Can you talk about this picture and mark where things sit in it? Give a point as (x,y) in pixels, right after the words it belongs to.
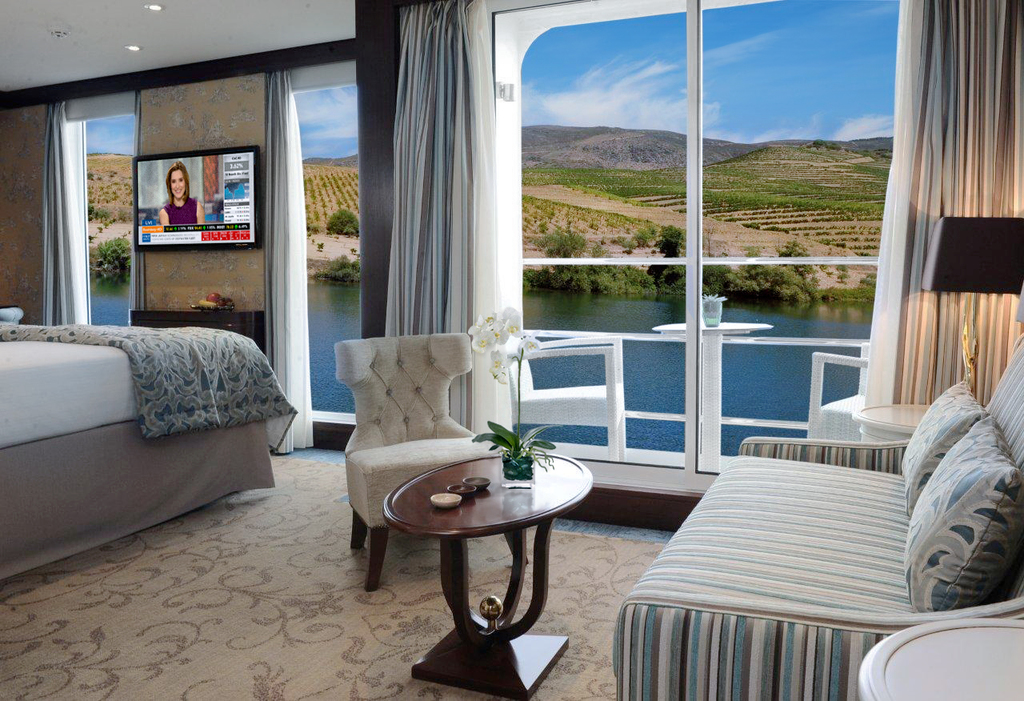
In the image there is a bed (90,402) with a blanket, chair (449,453), table (470,477) with flower vase (515,456), sofa (782,564) with pillows (970,544), table (904,424) with lamp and there are glass doors (104,201) with curtains (292,217). Outside the glass door (556,319) there is a table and there are chairs (532,352). In the background (543,237) there is water (678,309), trees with hills (646,147) and sky (633,82) with clouds (580,92).
